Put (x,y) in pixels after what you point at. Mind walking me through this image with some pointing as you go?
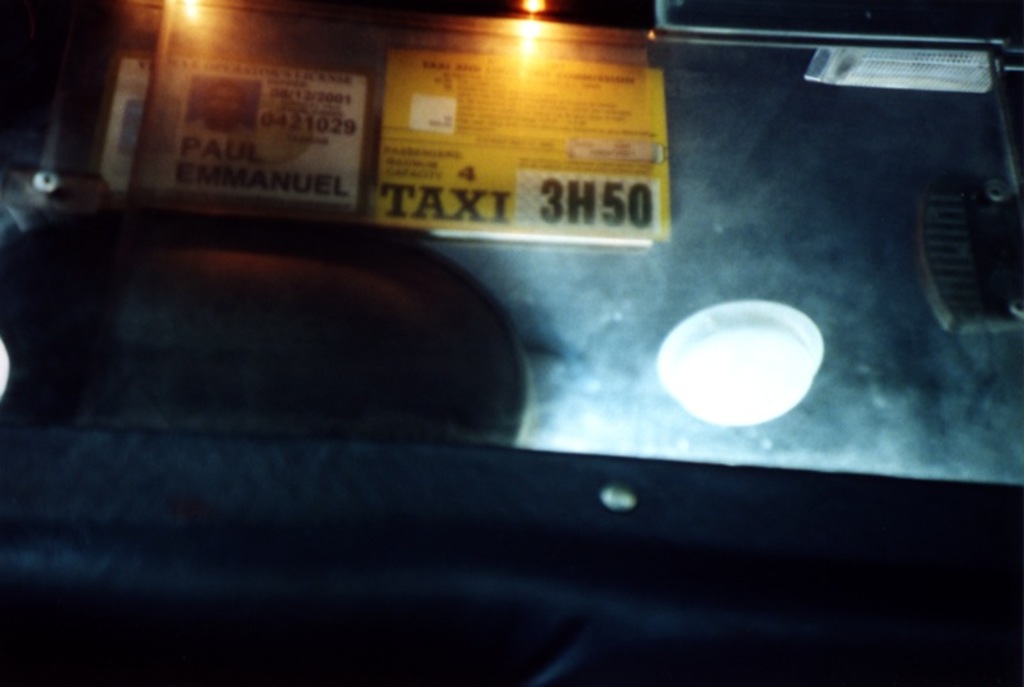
In this image we can see a card (256,165) with text (355,119) and a person's picture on it, there is a light (747,303), also we can see some other objects (193,359).
